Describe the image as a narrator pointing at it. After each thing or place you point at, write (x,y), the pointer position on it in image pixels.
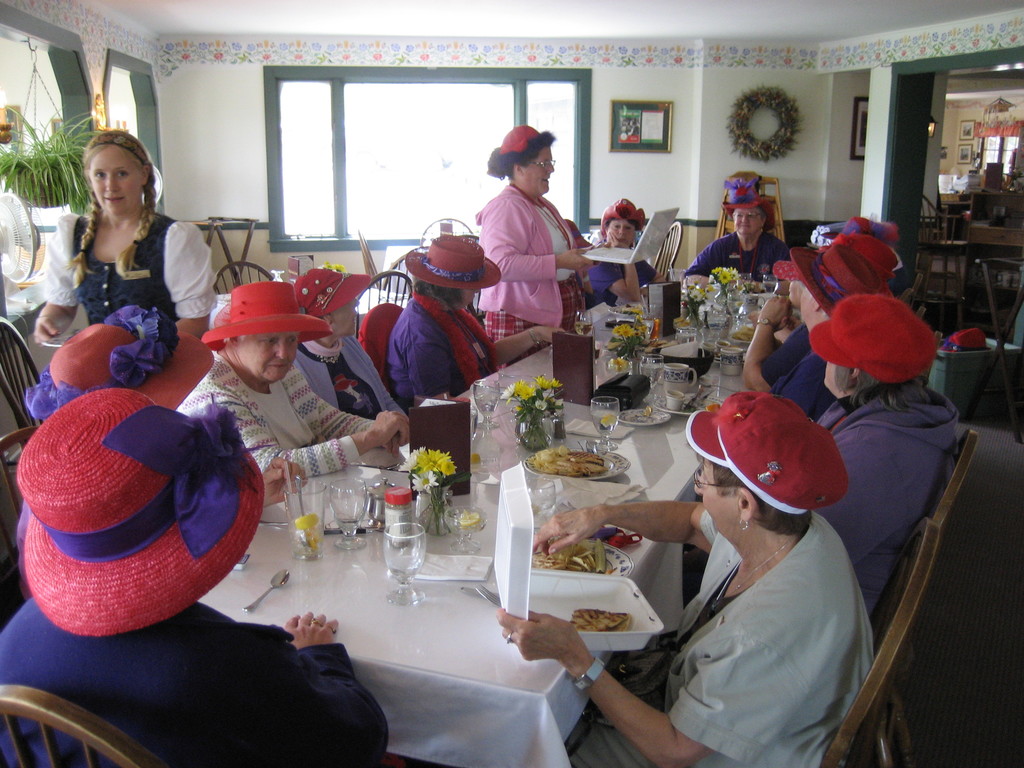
This picture is clicked inside. In the center (348,398) we can see the group of persons (355,386) sitting on the chairs (7,389) and we can see a table (647,449) on the top of which glasses (609,426), flower vases (531,398), platters of food items (592,553), spoon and many other items (558,428) are placed and we can see a person (535,194) holding an object (609,253) and standing, we can see a woman (151,264) seems to be walking. In the background (260,185) we can see the wall (233,112), windows (586,109), houseplant (64,142), chairs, tables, picture frames (662,121) hanging on the wall (697,116), table fan (17,274), roof (691,36) and many other objects (996,203). On the right (706,480) there is a person (726,630) holding a box of food (613,619) and sitting on the chair (902,637).
